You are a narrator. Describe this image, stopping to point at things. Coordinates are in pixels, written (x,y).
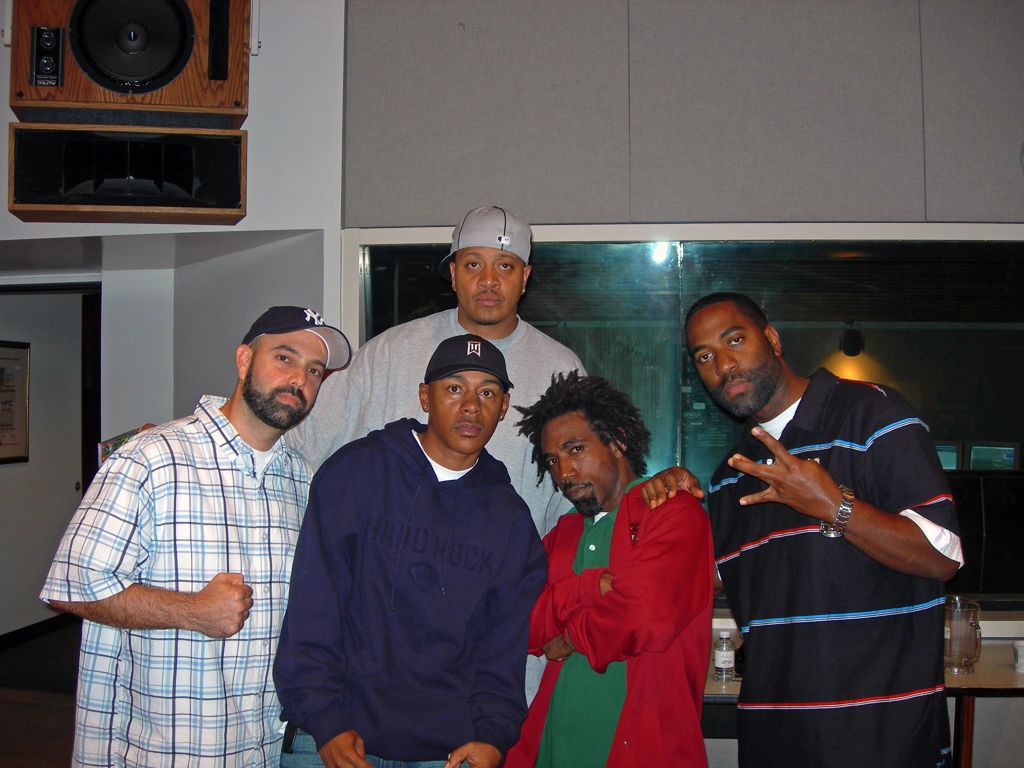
In the picture we can see five people (67,549) are standing and giving a different poses and three of them (207,466) wearing caps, in the background (12,299), we can see a wall (958,193) with a glass (966,303) and some sound speaker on the top of the wall (10,115) and a photo frame (14,404) with some painting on it.
